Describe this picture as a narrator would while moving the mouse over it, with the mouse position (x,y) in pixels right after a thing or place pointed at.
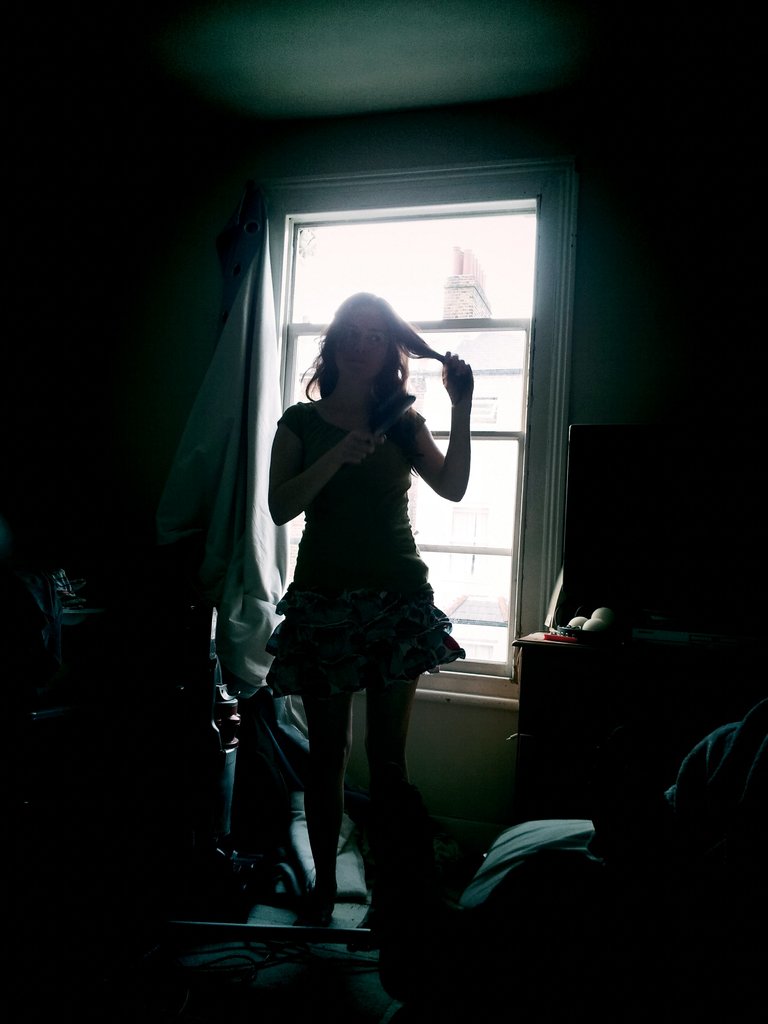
In the center of the image (353,472) we can see a woman (335,763) standing on the floor (294,947). On the right side of the image (659,500) there is a table (635,746), television (595,576). In the background (544,319) we can see window (397,258) and curtain (259,308).
